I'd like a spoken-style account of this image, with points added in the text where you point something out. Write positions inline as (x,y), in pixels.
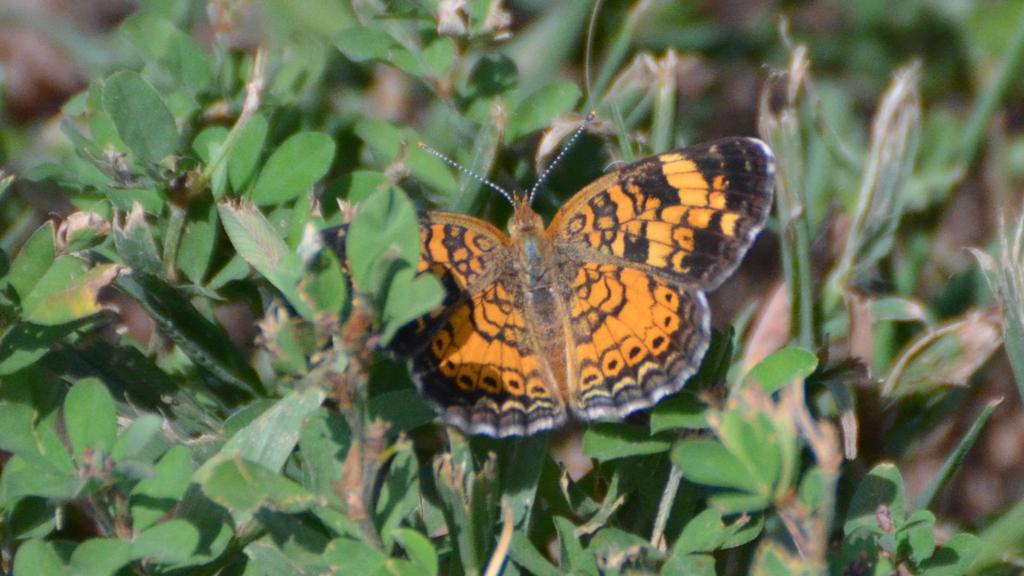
In the middle (523,369) I can see a butterfly (414,378) on the plants (360,324). This image is taken may be during a day in a garden (842,83).
